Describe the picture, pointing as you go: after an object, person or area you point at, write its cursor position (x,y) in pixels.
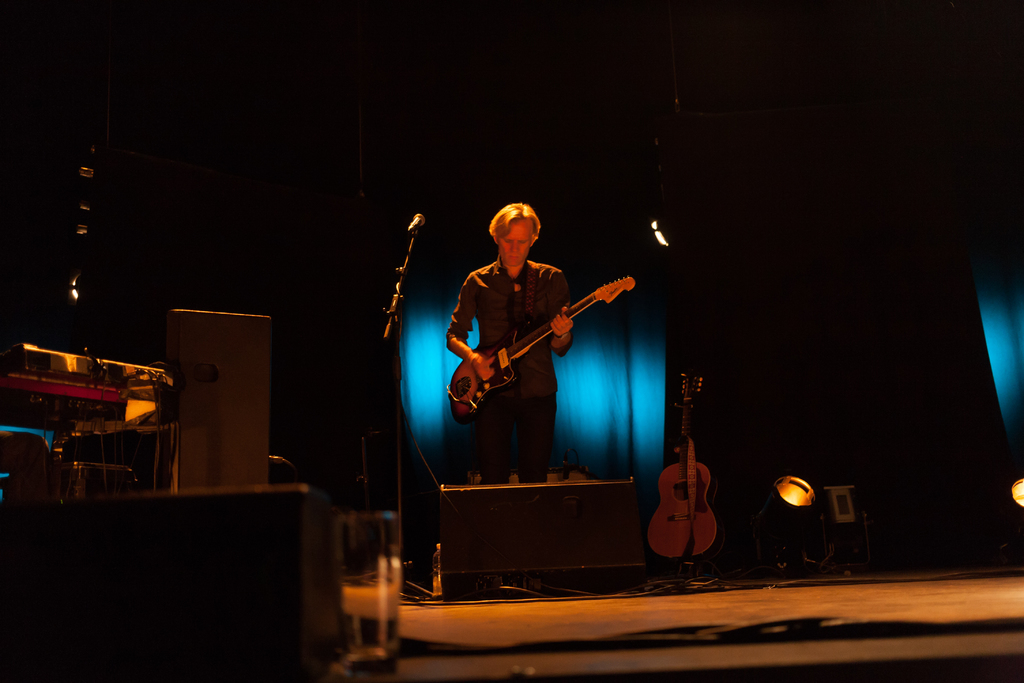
In this picture there is a man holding a guitar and a microphone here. There is another guitar (684,466) kept on the floor (690,648) here.
